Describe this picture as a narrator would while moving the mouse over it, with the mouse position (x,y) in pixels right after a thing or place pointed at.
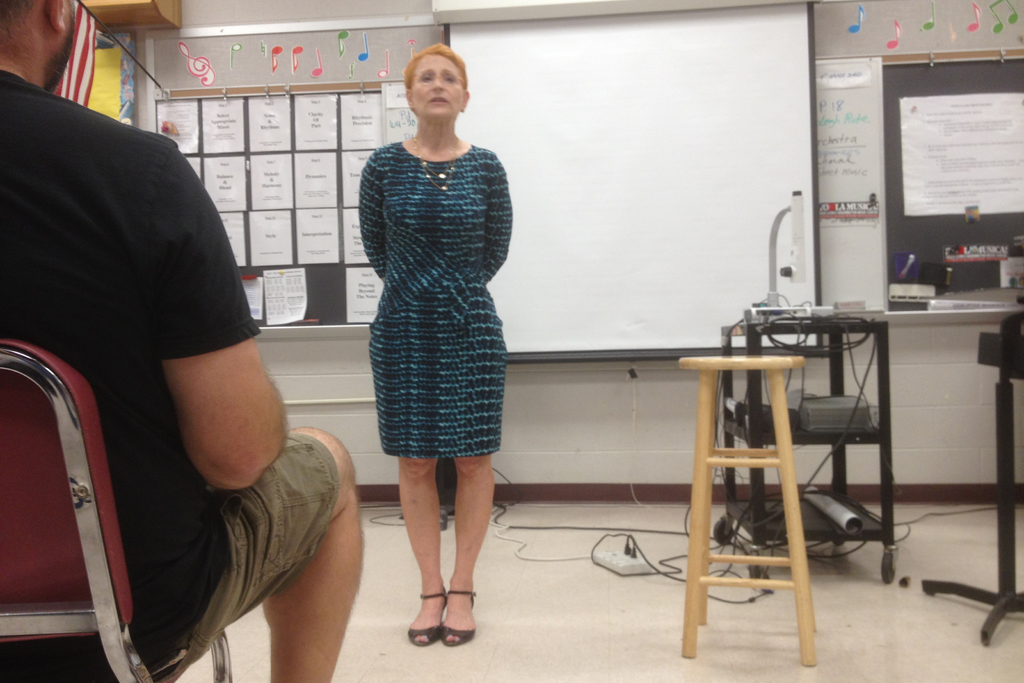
In this image we can see a lady (481,323) standing. There is a stool (705,393) and we can see a stand (824,321). There are some things (834,399) placed on the stand (839,540). On the left (133,602) there is a man (75,263) sitting. In the background (1018,196) there are boards (941,223) and we can see papers (962,139) pasted on the boards (887,145). There is a screen (670,192) and we can see wires (584,526).
